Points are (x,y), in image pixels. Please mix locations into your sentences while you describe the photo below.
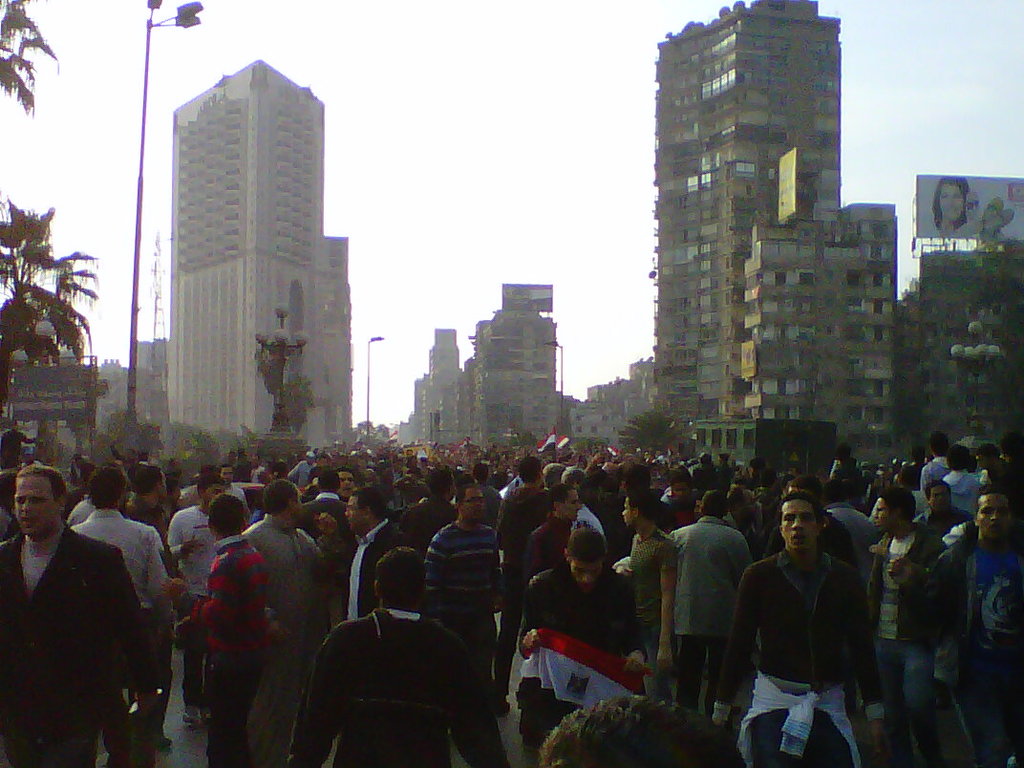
In this picture there are group of people (678,589) and there are buildings (520,393) and trees (942,393) and street lights (47,341) and there are hoardings (1005,212). At the top (34,199) there is sky (519,258). At the bottom (103,756) there is a road (152,751). At the back (289,414) there might be a statue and few people (469,448) are holding the flags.
